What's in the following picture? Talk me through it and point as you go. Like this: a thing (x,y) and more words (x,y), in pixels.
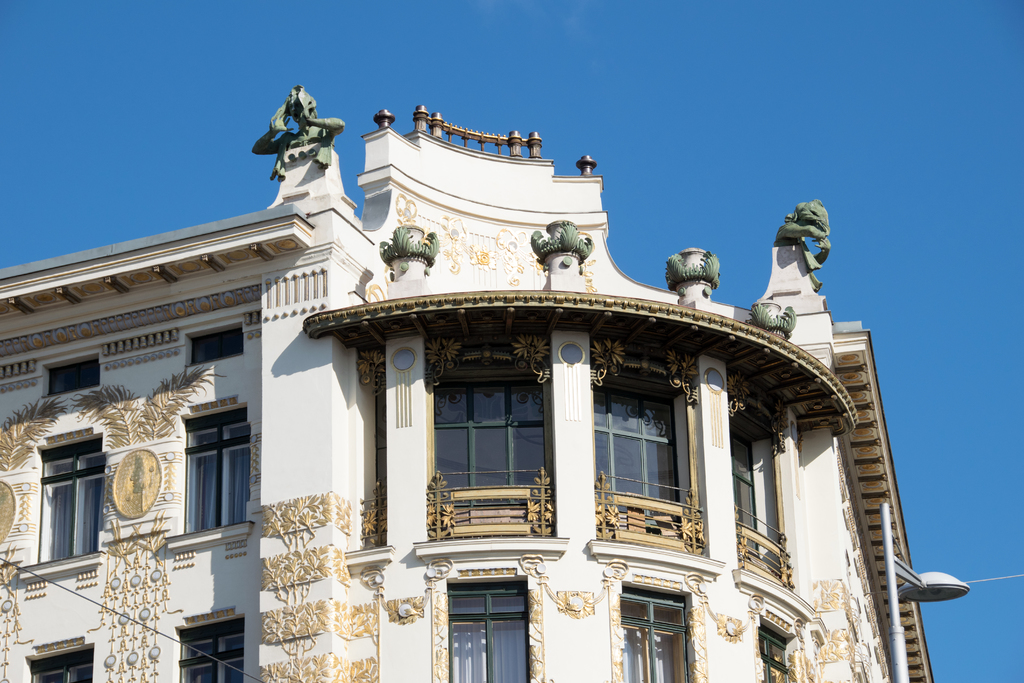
In the image there is a building (385,498) with walls (348,424), glass windows (734,462), pillars (395,542), sculptures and also there is a roof (842,329). On the building walls (254,563) there are designs (264,578). On the right side of the image (892,568) there is a pole (893,614) with lamp (946,573). And in the background (675,114) there is a sky (572,100).
